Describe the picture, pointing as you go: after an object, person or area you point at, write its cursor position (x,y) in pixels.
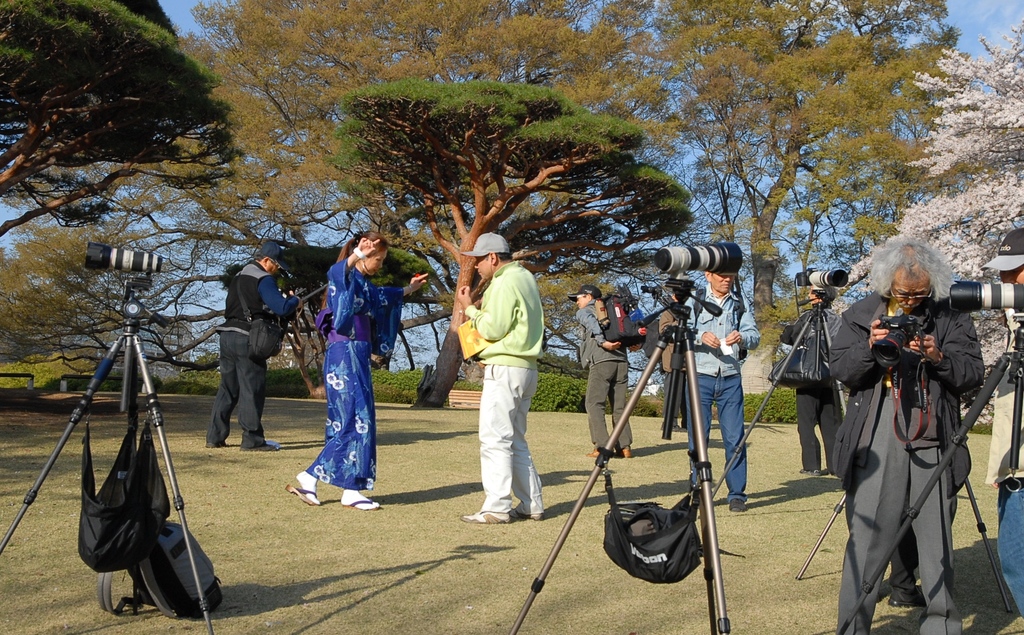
In this image, we can see people (355,413) and stands (1017,455) with camera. At the bottom (158,569), we can see a backpack (158,582) on the ground (356,605). Here we can see few people (968,372) are holding some objects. Background (57,368) we can see trees (989,161), benches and sky (967,17).
